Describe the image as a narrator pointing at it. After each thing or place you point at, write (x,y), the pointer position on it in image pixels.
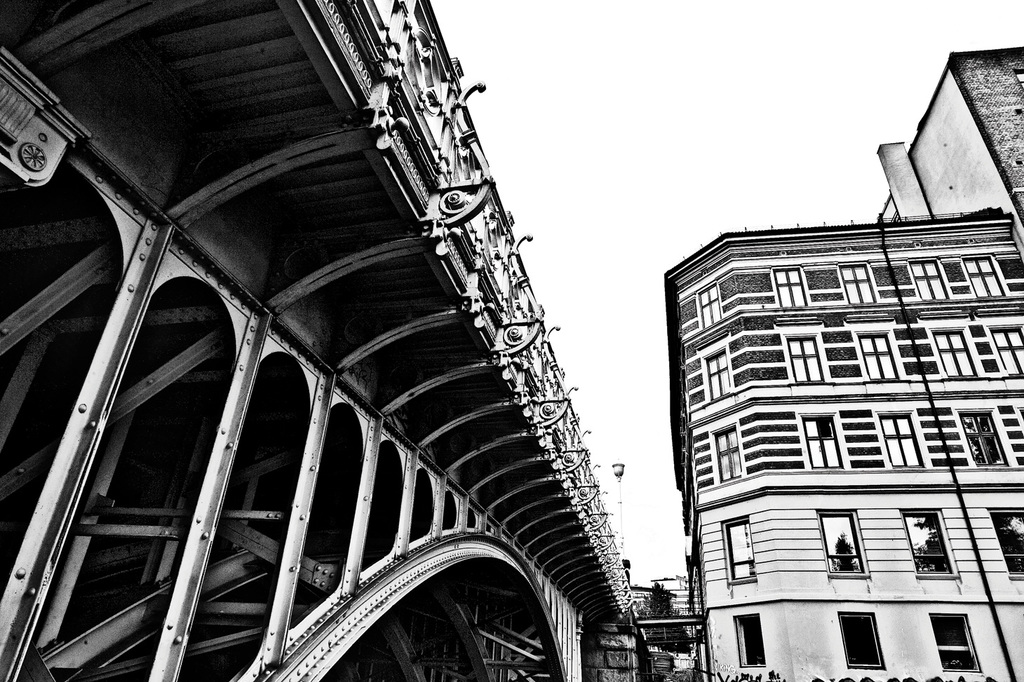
This image is a black and white image. This image is taken outdoors. At the top of the image (613,126) there is the sky (675,176). There are a few buildings (864,430). There is a bridge (385,458) with many iron bars (126,514).
